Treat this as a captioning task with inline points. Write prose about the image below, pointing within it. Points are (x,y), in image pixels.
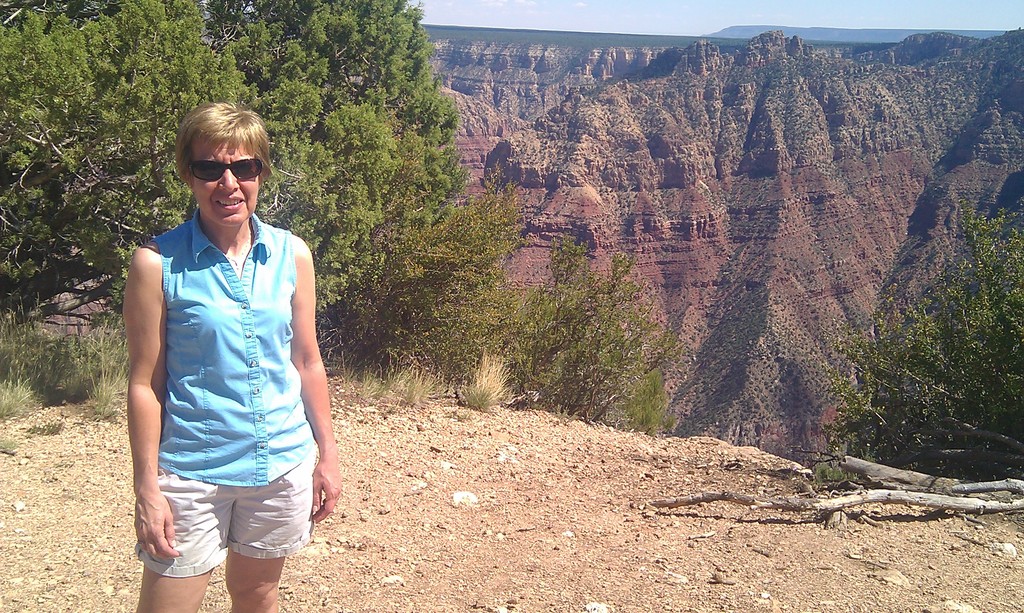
On the left side of the image (182,434) we can see a person (189,456) is standing and she is in a different costume (232,342). And we can see she is wearing glasses (204,167). In the background (634,56), we can see the sky (768,2), trees (77,184), hills (910,157) and a few other objects (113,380).
